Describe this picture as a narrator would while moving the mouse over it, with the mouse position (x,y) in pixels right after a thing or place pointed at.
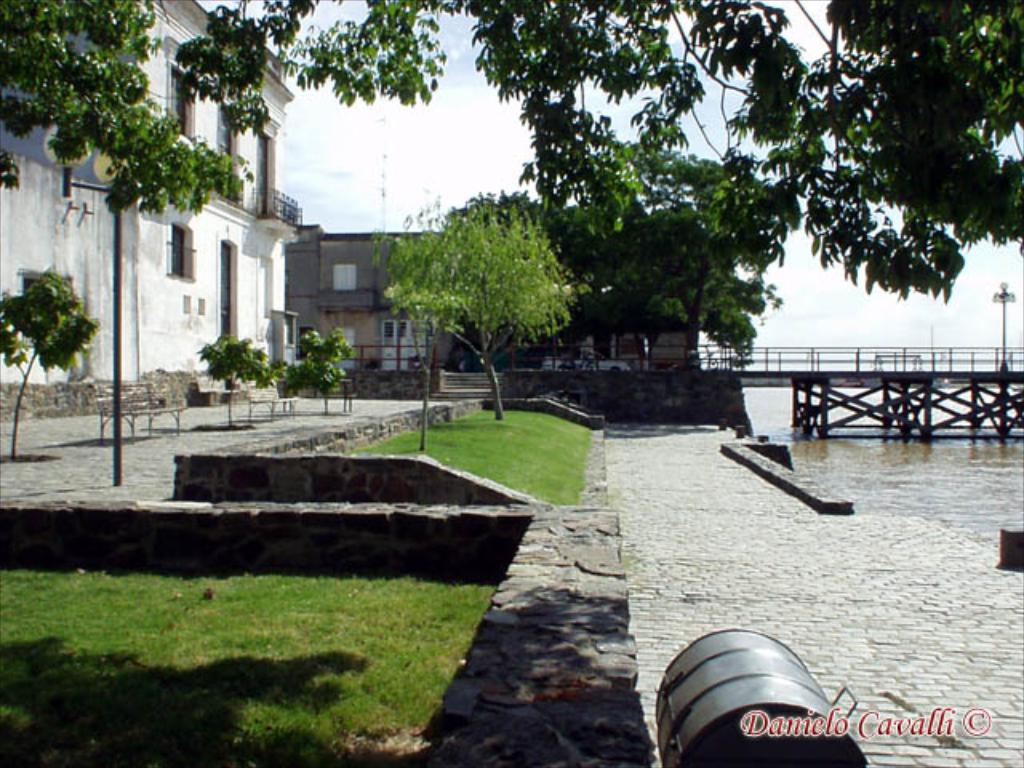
In this image, we can see trees (332,369), buildings (219,322), poles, benches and on the right (846,375), there is a bridge (901,389) and at the bottom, there is grass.
